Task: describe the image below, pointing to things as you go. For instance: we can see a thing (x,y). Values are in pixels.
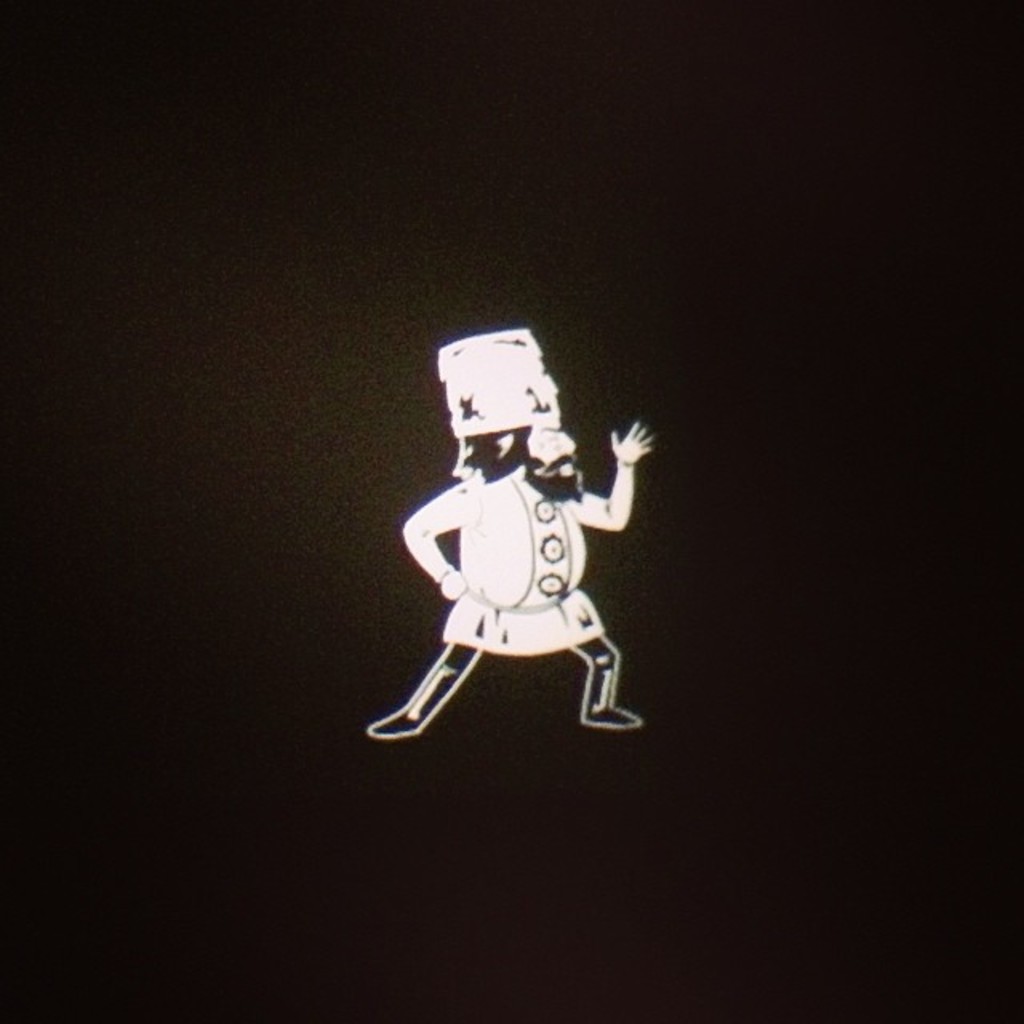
In this image I can see a person (526,430) in black and white color. Background (496,151) is in black color.
